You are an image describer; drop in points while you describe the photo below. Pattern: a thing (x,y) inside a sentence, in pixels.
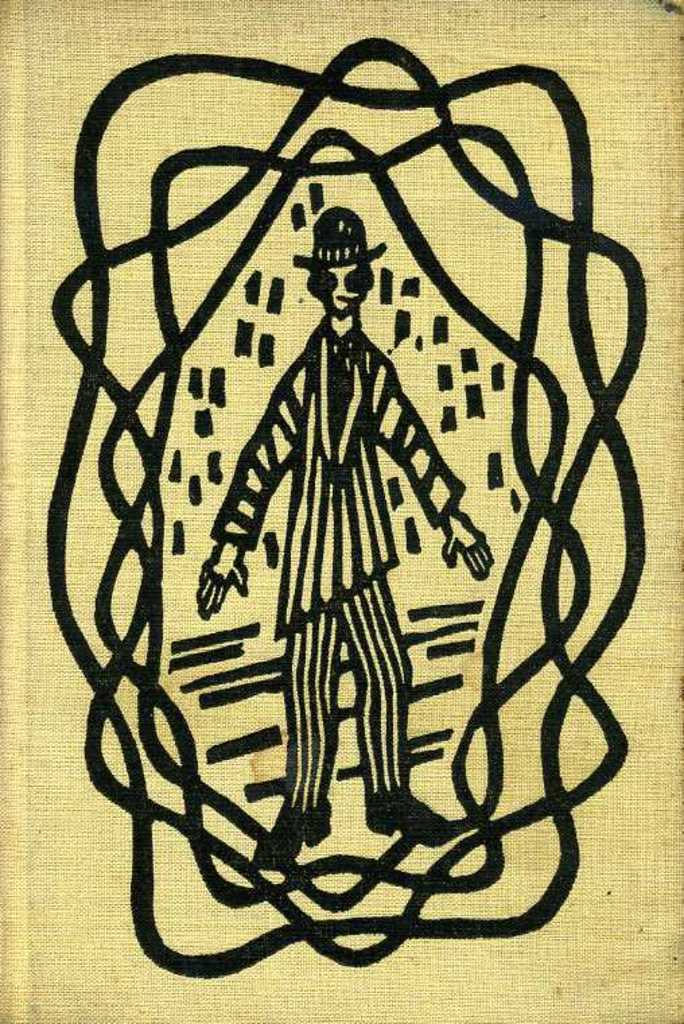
In this image there is a drawing (321,768) of a person (311,762).
